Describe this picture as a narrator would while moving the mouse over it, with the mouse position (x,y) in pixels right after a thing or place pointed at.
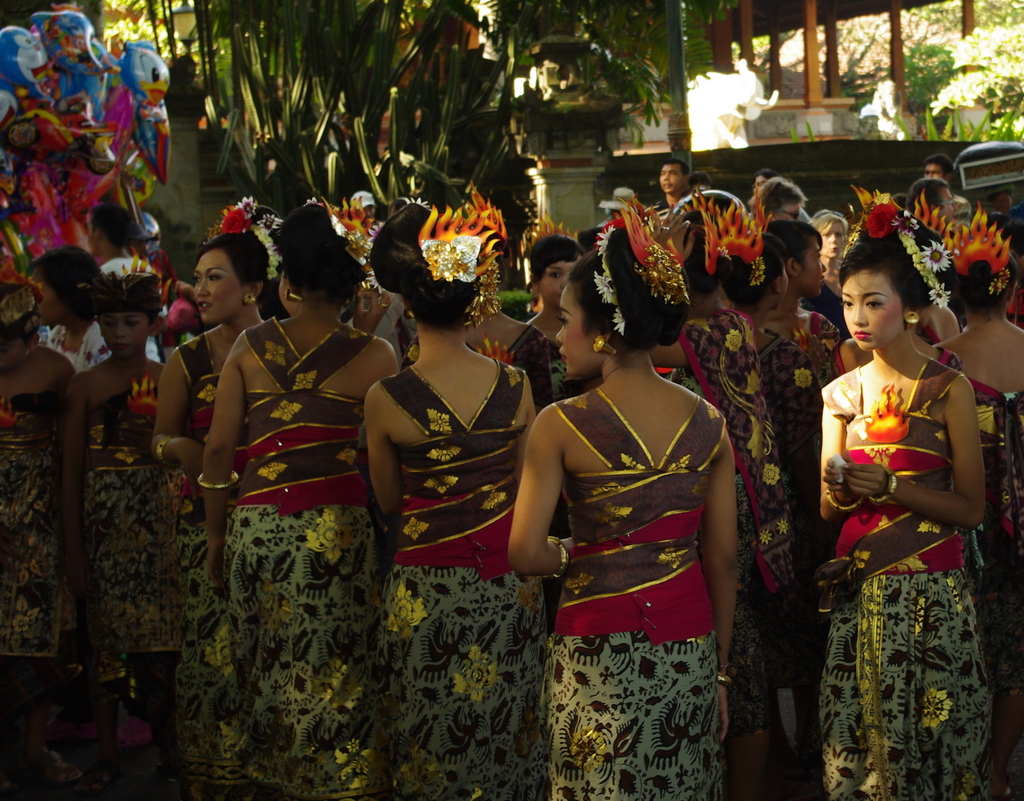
In this image I can see a group of people (538,449) standing. In the background (1004,74), I can see the trees (966,96) and the wooden pillars (810,76).
